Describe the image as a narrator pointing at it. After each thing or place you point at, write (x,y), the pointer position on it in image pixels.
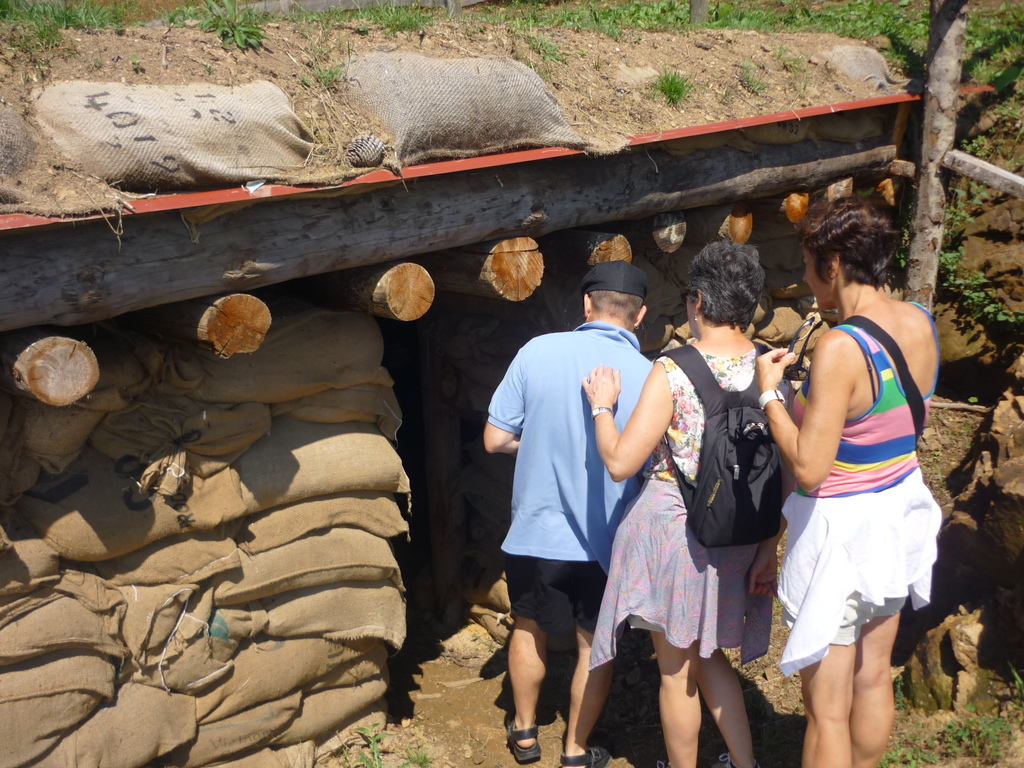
In this image there are three persons (903,547) standing in front of bags (311,469) and wooden logs (439,213).
